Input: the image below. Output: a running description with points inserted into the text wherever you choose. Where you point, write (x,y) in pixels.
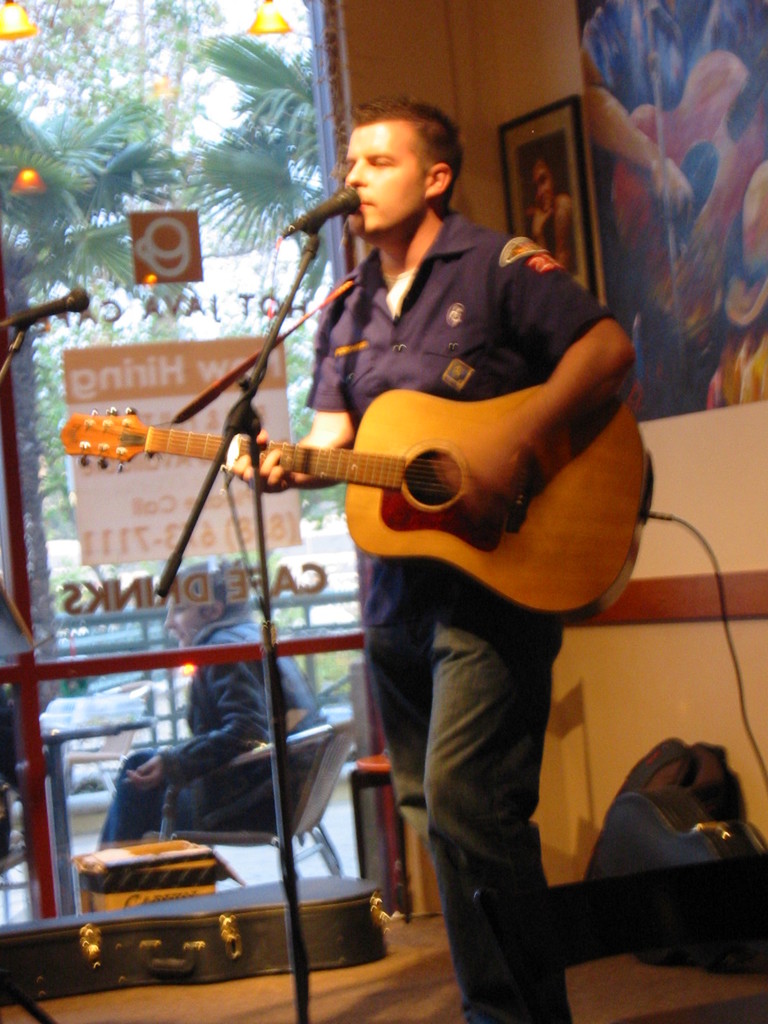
In the image we can see there is a man (399,185) who is standing and holding guitar (368,510) in his hand (247,457) and there is mic (321,215) with a stand (261,367). At the wall (643,228) there is photo frame (559,220) and behind the door (101,563) there is another person (178,746) sitting on chair (252,833).
